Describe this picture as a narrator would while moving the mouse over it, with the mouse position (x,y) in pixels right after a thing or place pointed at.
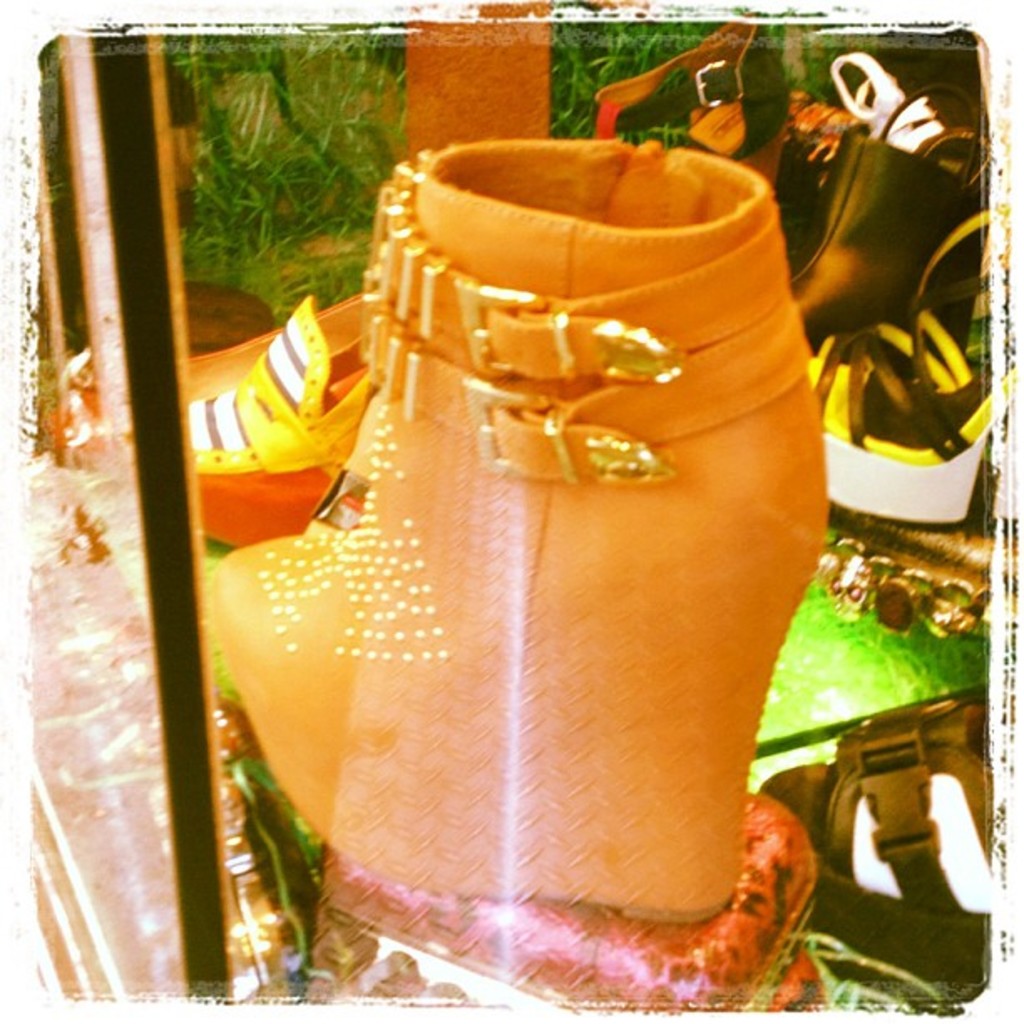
In the center of the image (472,430) we can see one glass cage (129,279). In the glass cage (154,298), we can see different types of shoes (699,493) and heels (726,485) and a few other objects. In the background (258,115) we can see the grass (591,111) and a few other objects (443,101).
